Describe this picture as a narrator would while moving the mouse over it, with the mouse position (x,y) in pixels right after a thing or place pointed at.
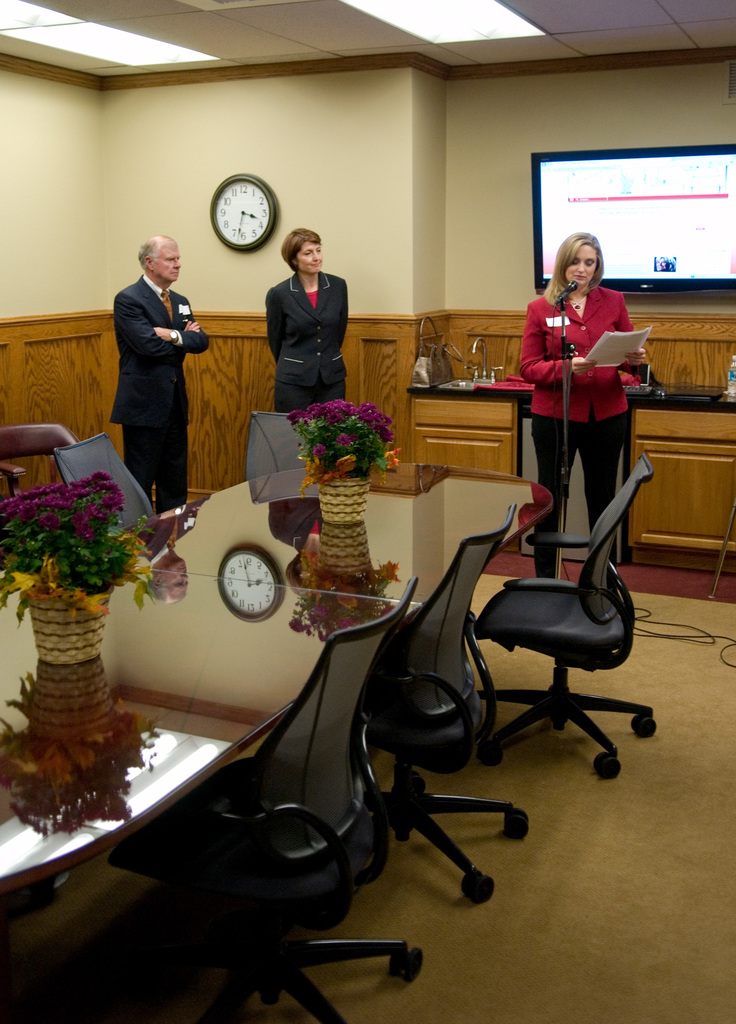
In this image i can see three persons (299,337) at the left side of the image (118,347) there are two persons (181,353) wearing black color dress (184,343) and at the right side of the image (618,382) there is a person (589,390) wearing red color dress (622,369) standing in front of microphone (556,566) and at the background of the image (298,222) there is a wall clock (233,240) attached to the wall (353,188) and at the foreground of the image (147,535) there are two flower vases (80,617) on the table (251,670).
